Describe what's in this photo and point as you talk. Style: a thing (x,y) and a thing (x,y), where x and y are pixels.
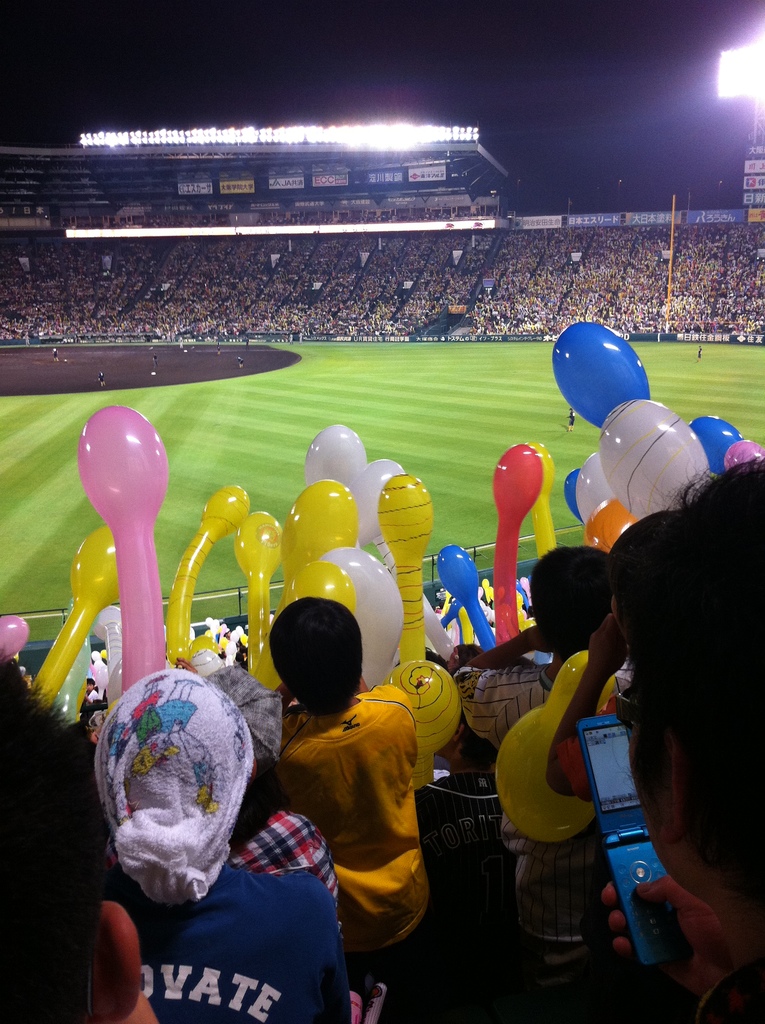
In this image there are few kids (265,741) holding balloons (114,579) in their hand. They are standing behind the fence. A person (753,942) is holding a mobile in his hand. Behind the fence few persons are on the ground (229,404). Few persons (312,302) are sitting on the stairs (356,257). Left side (238,200) there is a wall (362,181) having few lights (100,145) and boards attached to it. Right side (741,80) there is a tower (756,123) having lights (748,97) and boards (749,167) are attached to it.
